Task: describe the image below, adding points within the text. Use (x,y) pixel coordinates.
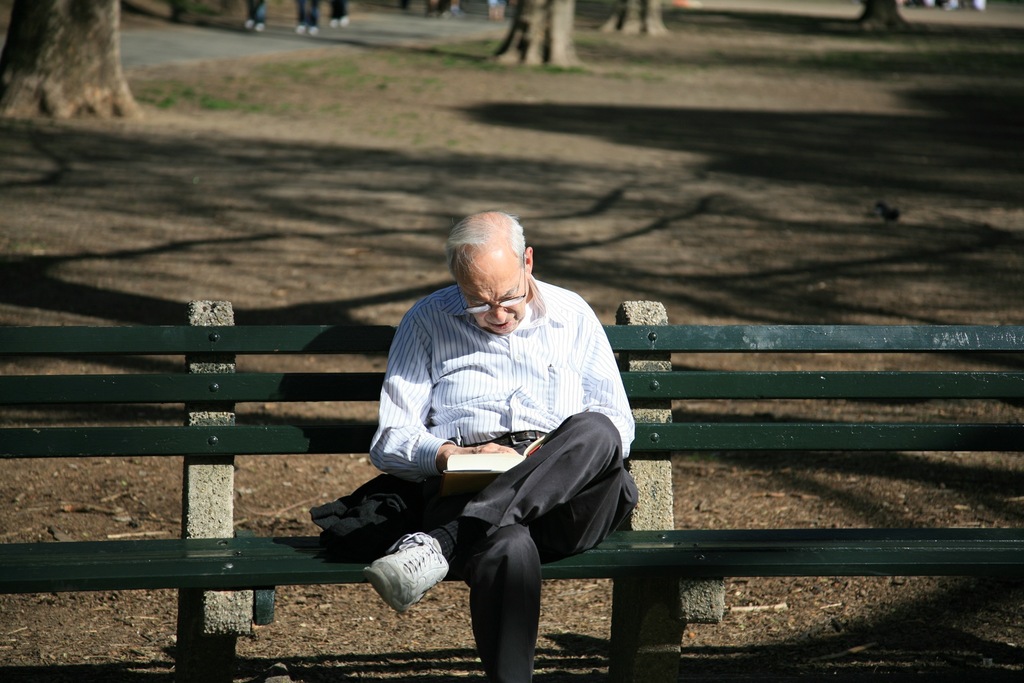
In this picture I can observe an old man (503,432) sitting on the bench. He is wearing spectacles (505,298). In the background (121,51) there are some trees (553,39).
